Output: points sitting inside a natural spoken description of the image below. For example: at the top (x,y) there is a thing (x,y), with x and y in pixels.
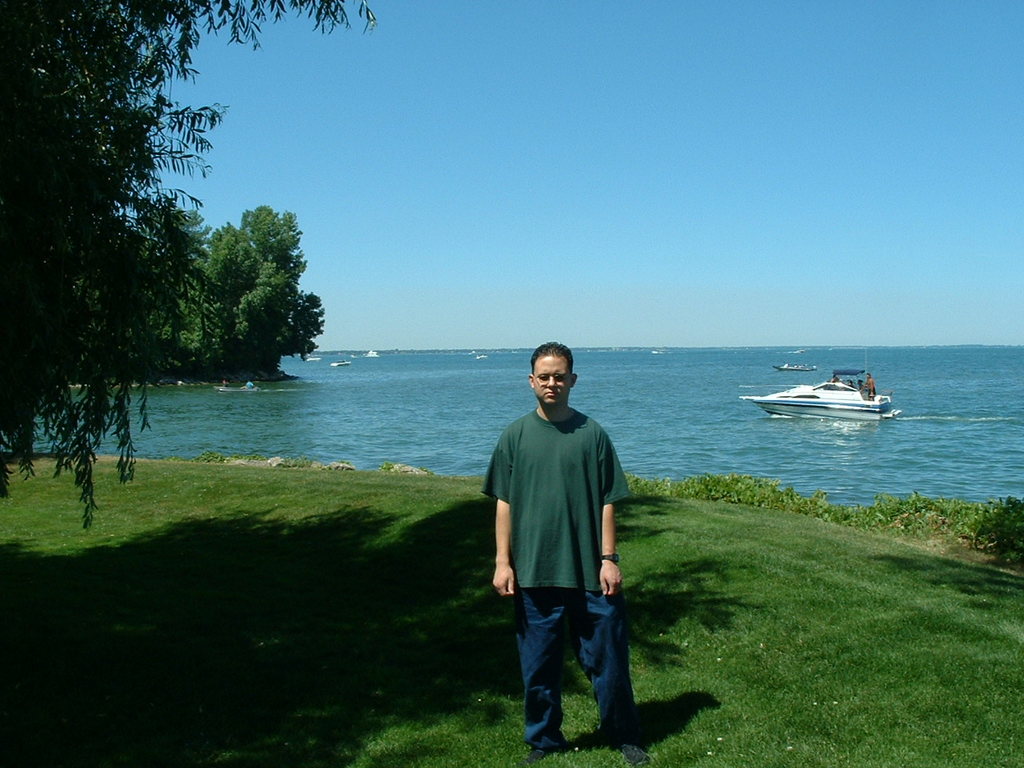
In this image there is a person (549,568) standing on the surface of the grass (386,672). On the left side of the image (123,248) there are trees (134,299). In the background (718,400) there are few boats (820,403) on the river (675,366) and the sky (447,119).
